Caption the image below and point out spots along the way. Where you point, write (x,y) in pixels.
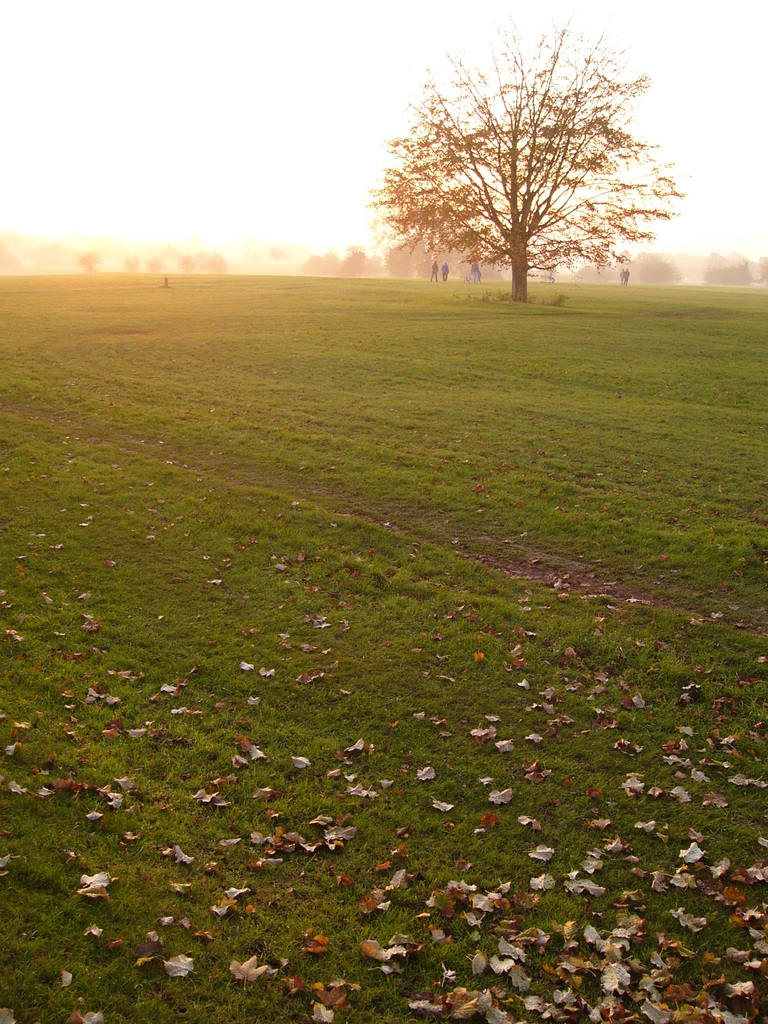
In this image there are trees (654,273). There are people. At the bottom of the image (199,897) there are dried leaves (568,965) and grass (442,378) on the surface (442,378). At the top of the image (293,44) there is sky (267,49).
